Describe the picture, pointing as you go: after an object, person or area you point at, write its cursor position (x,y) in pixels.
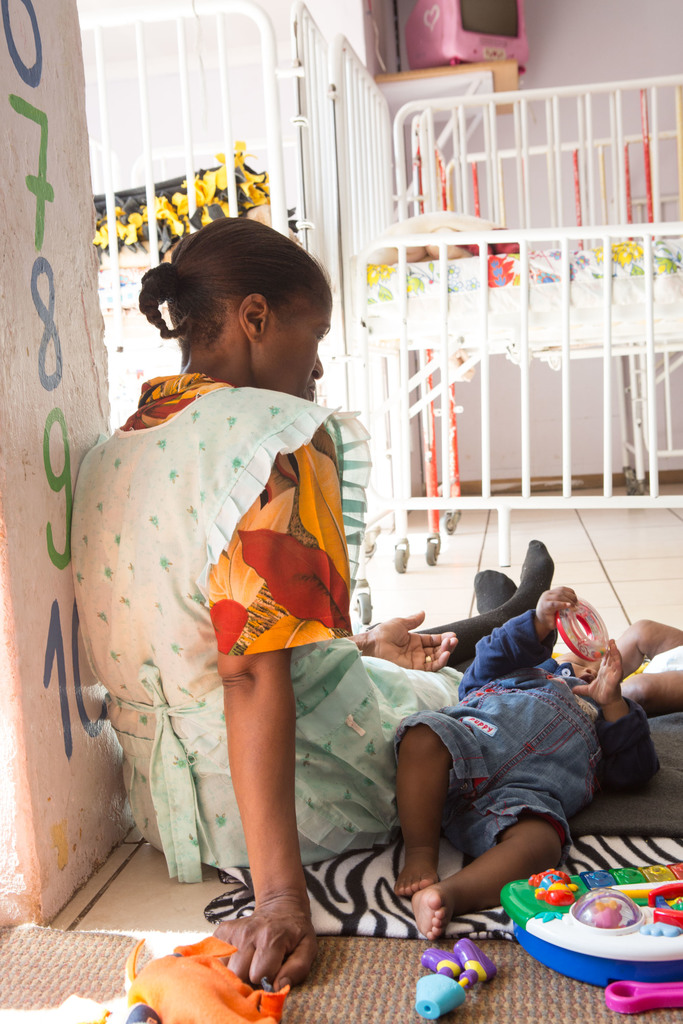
In this picture I can see there is a woman (253,756) sitting and there is an infant (502,774) next to her, the infant (495,753) is holding a toy (599,628) and there are few toys (550,953) placed on the floor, there is a cradle (495,196) in the backdrop (583,311). There is a pillar (42,348) at left side (35,281) and there are few numbers (45,305) written on it.
